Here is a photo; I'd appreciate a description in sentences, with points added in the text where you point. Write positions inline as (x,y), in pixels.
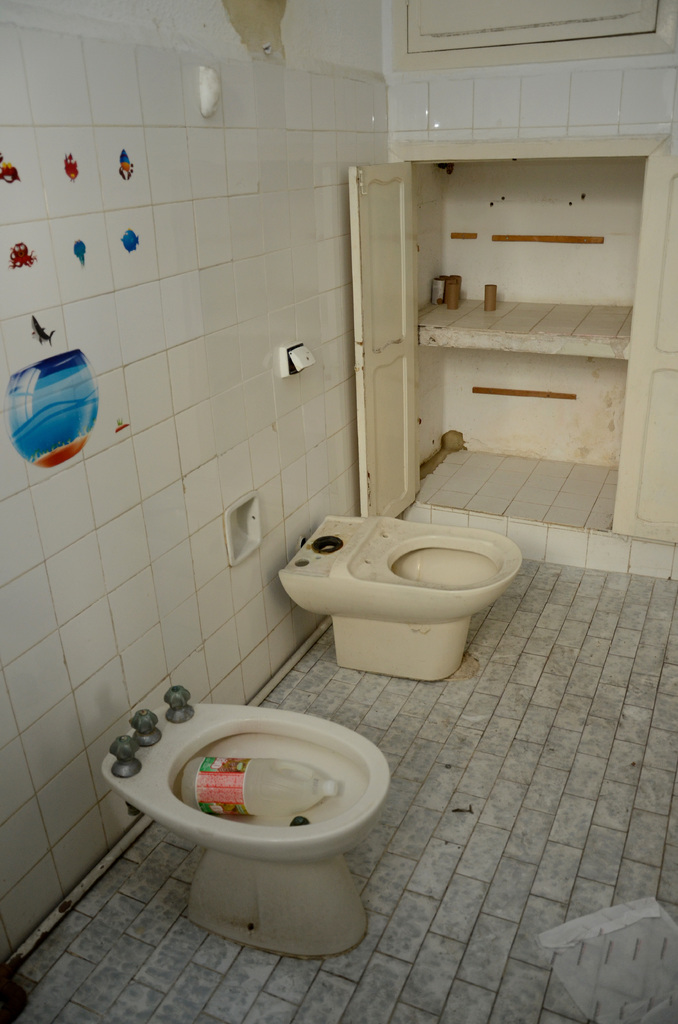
This picture is taken inside the room (603,971). In this image, on the left side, we can see two toilets (297,875). In the background (588,219), there is a shelf (425,233) and doors (651,420). On the left side (34,264), we can also see some tiles (128,445), paintings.
